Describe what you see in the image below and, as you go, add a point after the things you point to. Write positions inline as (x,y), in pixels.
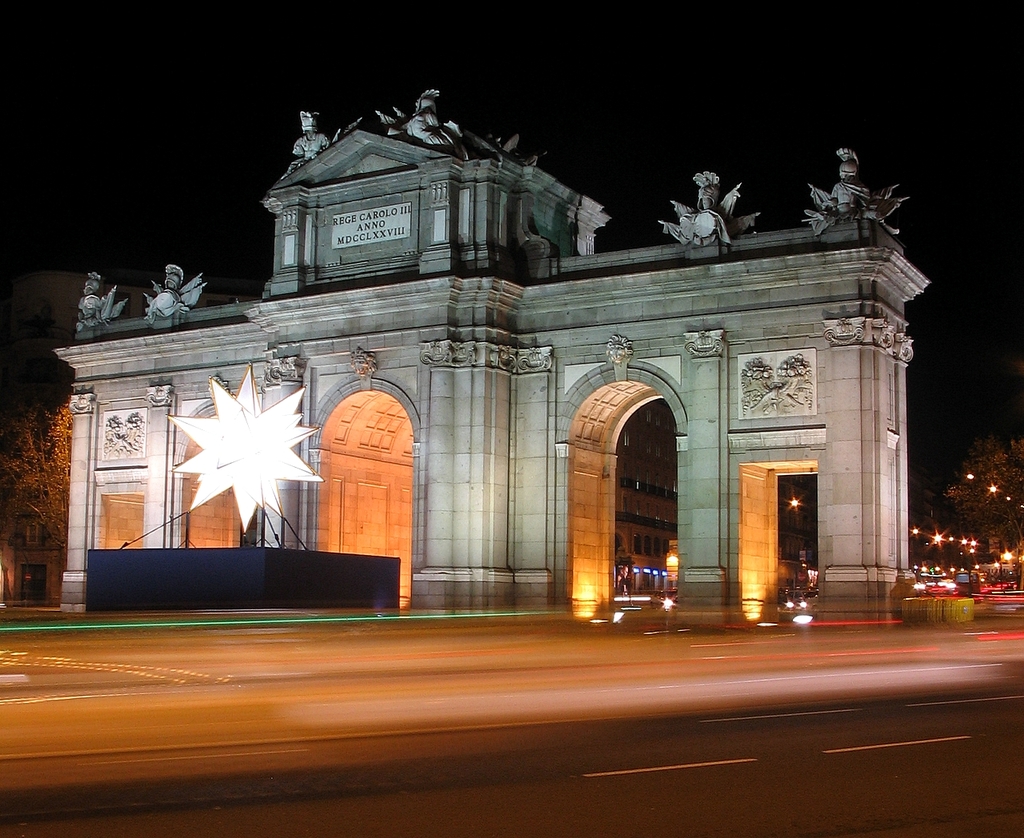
In this image I can see a road (697,725) in the front (697,725). In the background (1013,553) I can see few buildings (591,544), number of lights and on the both sides of the image I can see few trees (59,459). On the top of the one building (504,205) I can see number of sculptures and on the top side of the building (439,304) I can say something is written. I can also see a white thing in the front of the building (363,334).
